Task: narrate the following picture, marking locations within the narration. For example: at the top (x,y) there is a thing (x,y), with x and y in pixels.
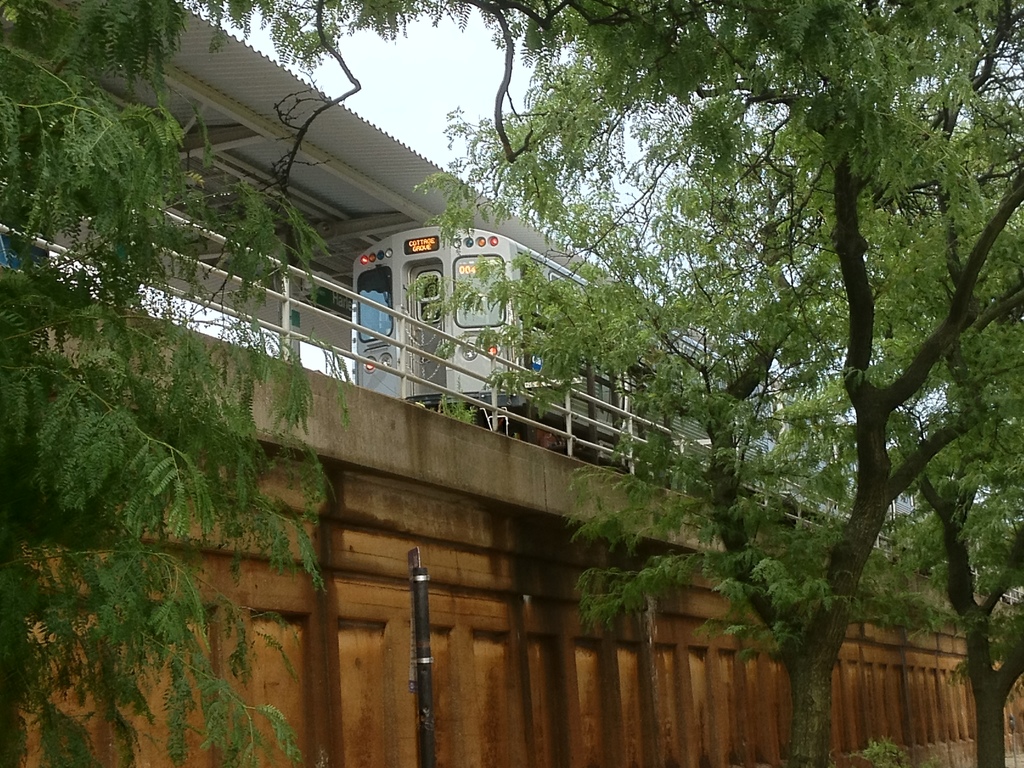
In this image we can see there is a train (396,355) on the track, above the train (462,241) there is a metal shed (334,151). In front of the train (366,379) there is a railing (277,331). On the right (740,382) and left side of the image (145,403) there are trees (97,337).
